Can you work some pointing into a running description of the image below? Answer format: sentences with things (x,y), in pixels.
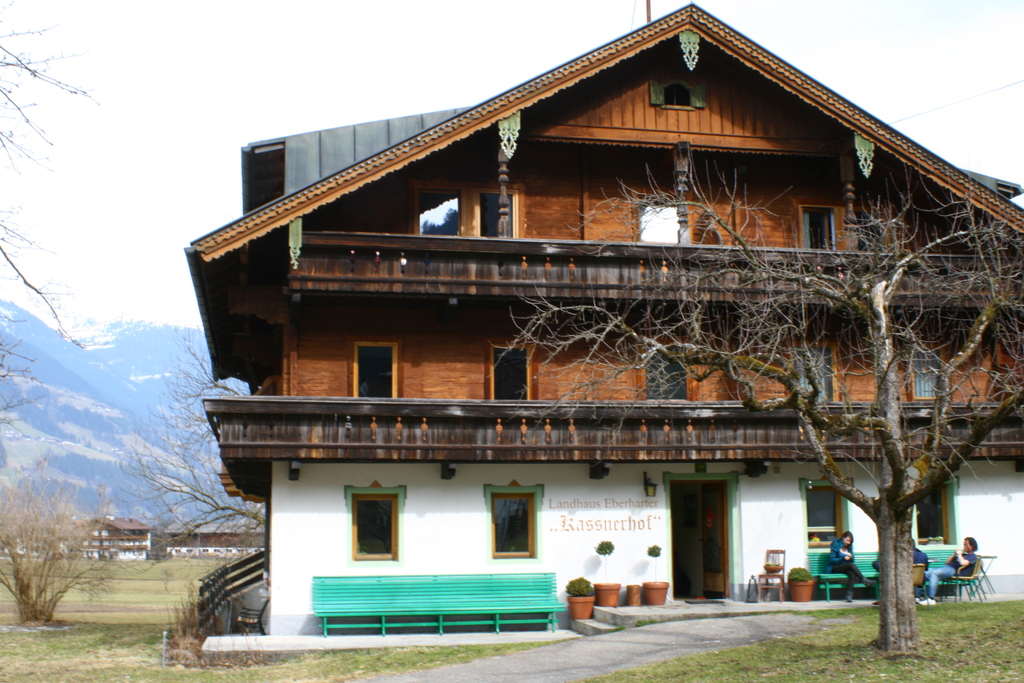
In this image, I can see a tree (910,471) on the right side (884,587) and there are some people (930,595) sitting on the chairs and there are some plants (583,590) and in the middle (463,443) I can see a house (230,338) and on the left side (245,554) we can see some more houses (219,538).
